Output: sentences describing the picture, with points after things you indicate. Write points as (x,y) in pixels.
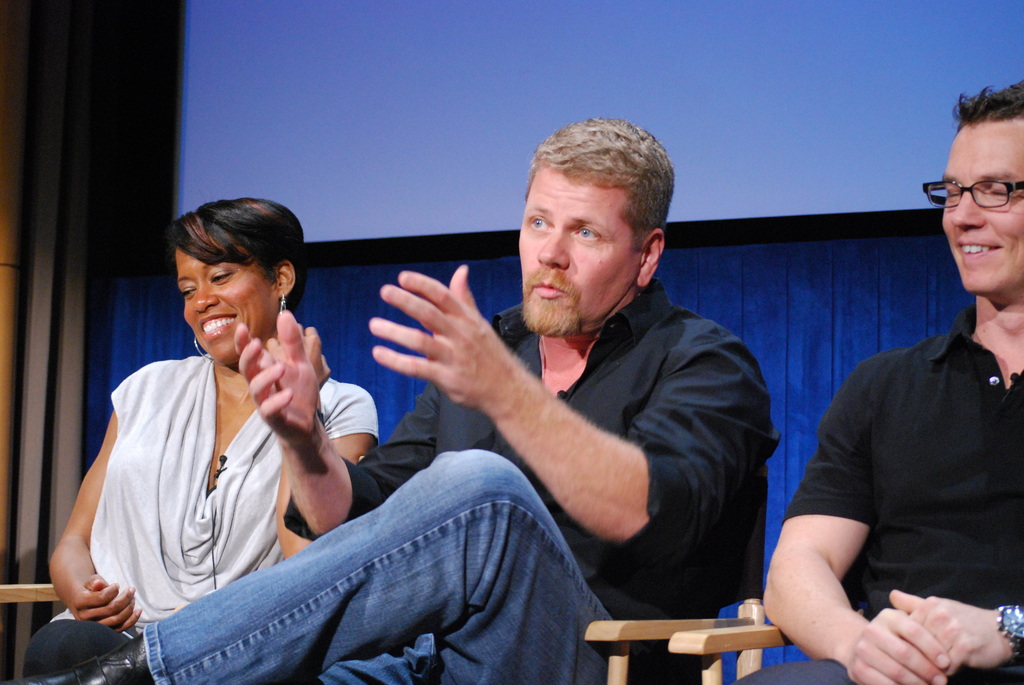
In this image there are three persons (504,505) sitting on the chairs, and in the background (932,20) there is a screen (287,150), wall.
